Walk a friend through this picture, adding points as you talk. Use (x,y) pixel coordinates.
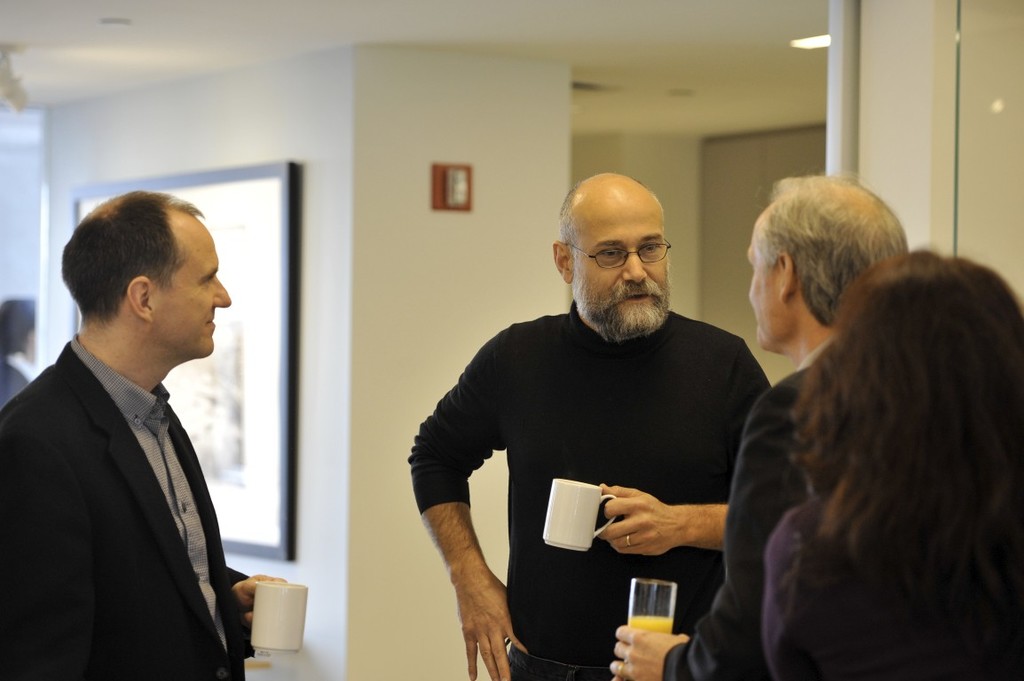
In this image I can see few people (656,535) standing and holding cups (596,530) and glass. Back I can see a frame (266,308) is attached to the wall (365,226). Top I can see lights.
